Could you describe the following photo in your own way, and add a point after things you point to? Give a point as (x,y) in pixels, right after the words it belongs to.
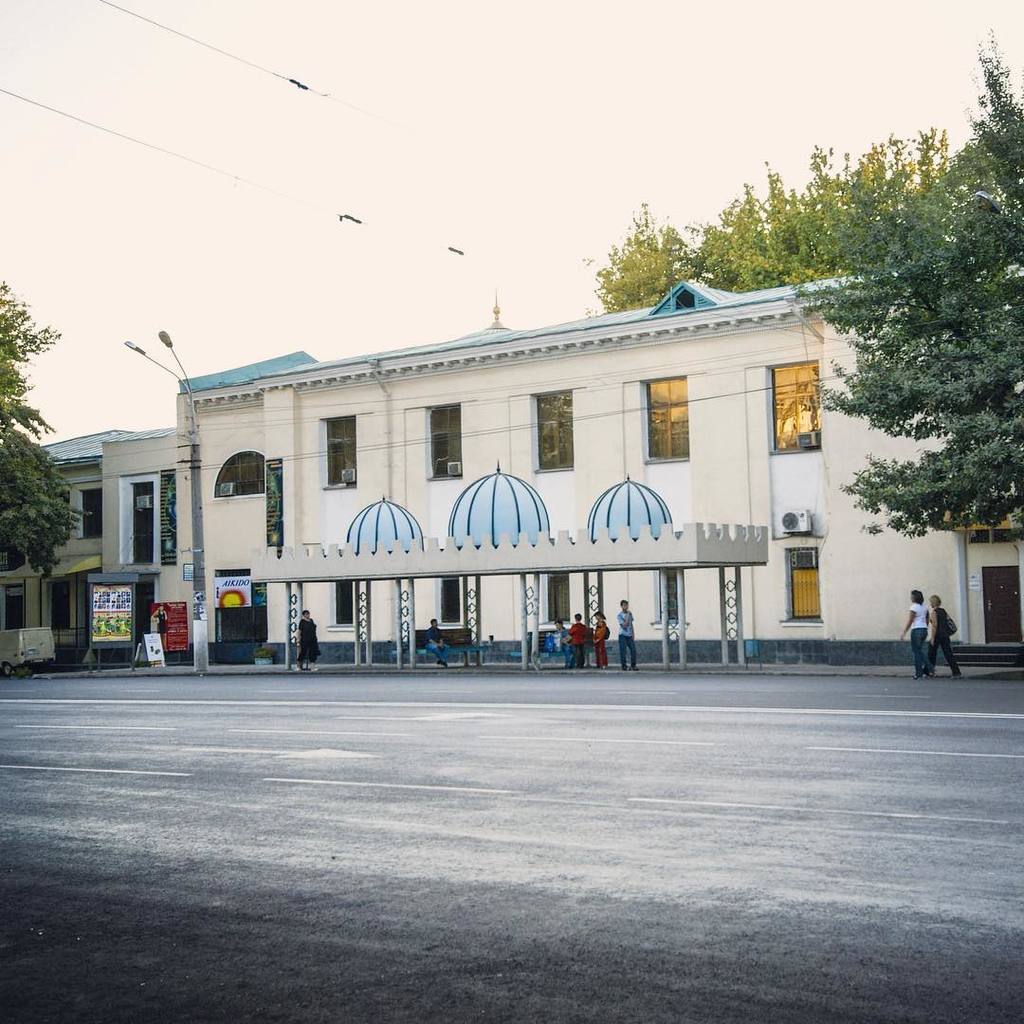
In the center of the image (428,484) there are buildings (628,452) and we can see a bus stand (535,593). There are people (596,640) standing in the bus stand (361,633). In the background (893,357) there are trees (887,291). On the left (170,615) there is a board (161,633). In the background (181,245) there is sky (470,151).
